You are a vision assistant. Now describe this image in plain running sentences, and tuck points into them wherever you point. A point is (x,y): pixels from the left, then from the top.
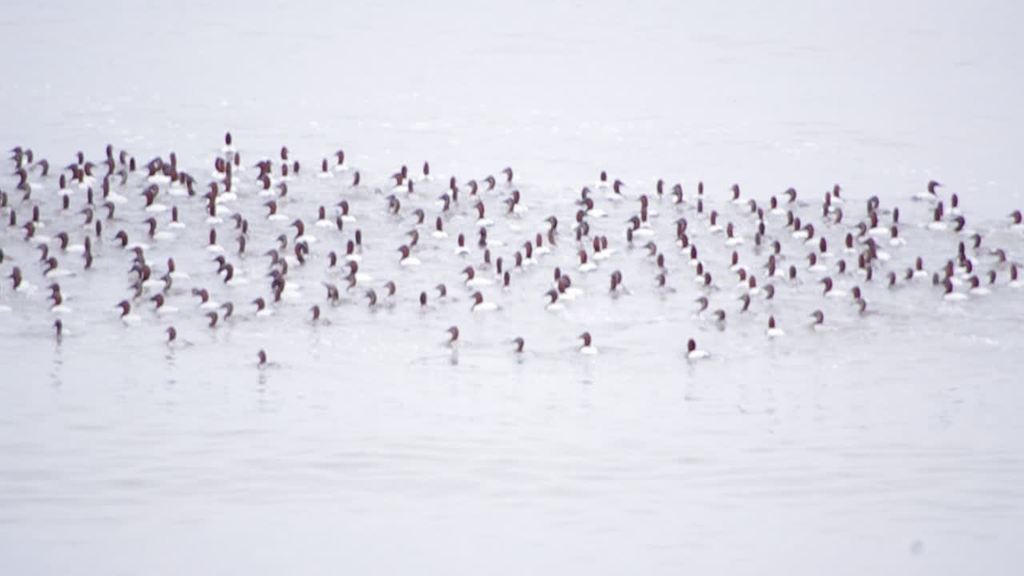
In this image I can see many birds (274,207) in the water (707,336). The birds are in white and brown color.
